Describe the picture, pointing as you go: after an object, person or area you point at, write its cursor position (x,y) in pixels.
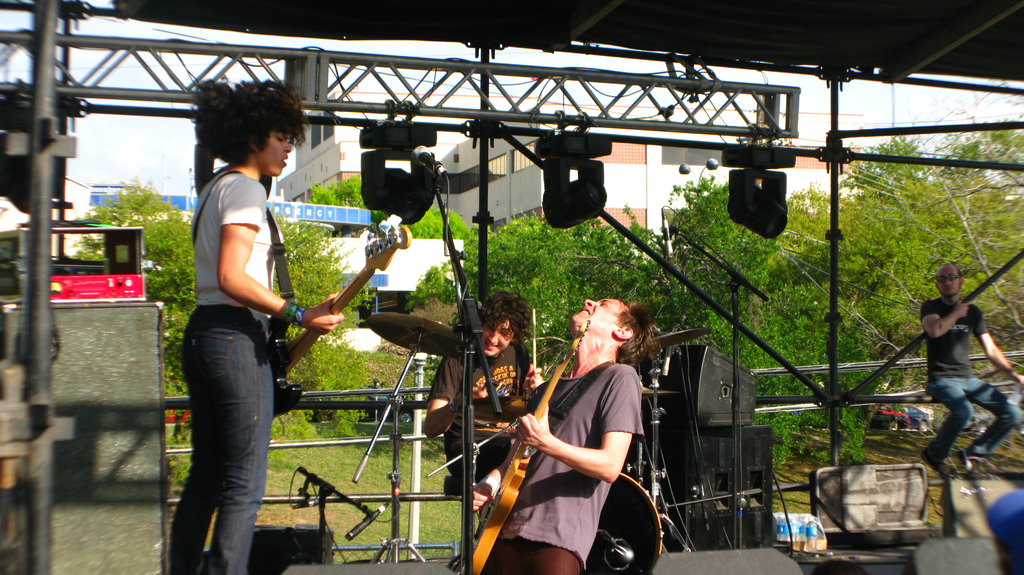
In this image i can see a person (588,348) performing a music and back side of them there are the trees (687,207) and building (655,187) visible and there is a sky (122,164) visible on the left side (104,166) and there are some rods (103,40) connected to a roof (332,33).
